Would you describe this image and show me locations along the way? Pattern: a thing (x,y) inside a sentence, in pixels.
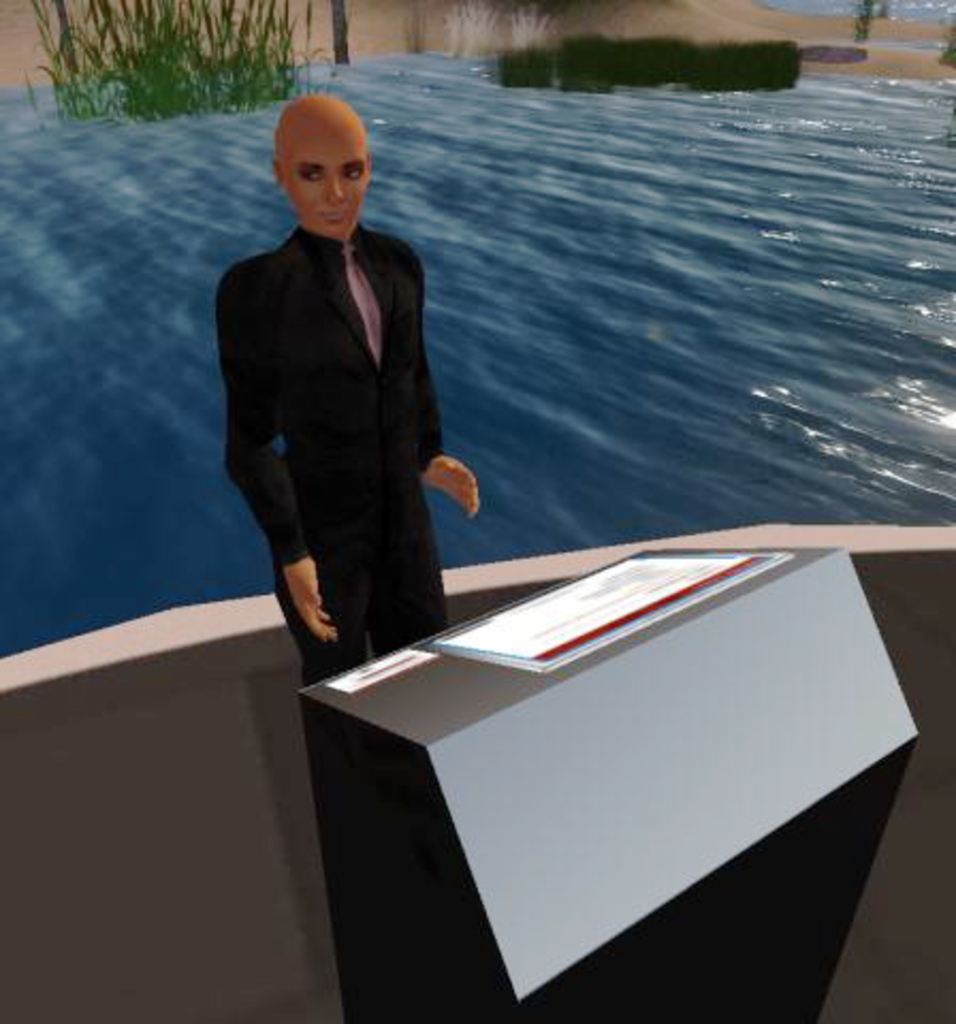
It is an animated picture. Here a person (335,414) is standing behind the podium (568,810). Background (222,138) we can see the water (234,126) and plants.
